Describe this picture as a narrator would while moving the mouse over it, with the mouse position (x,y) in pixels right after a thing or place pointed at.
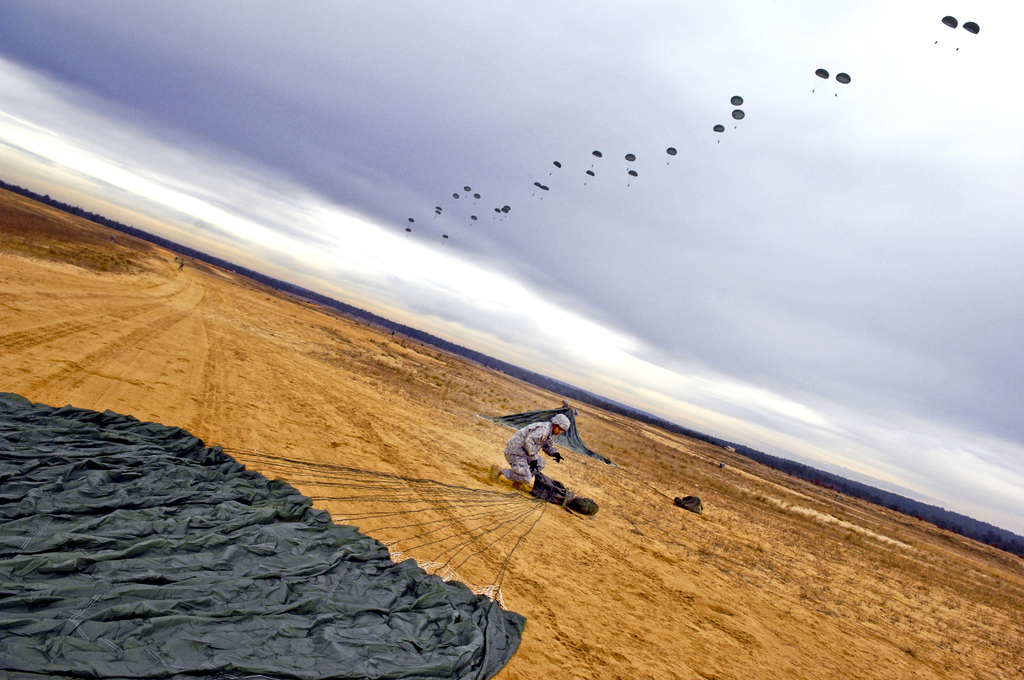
This image is taken outdoors. At the top of the image (425,149) there is a sky (727,235) with clouds (753,210) and there are a few parachutes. At the bottom of the image (689,596) there is a ground (573,585) and there is a parachute (357,629) on the ground (427,539). In the middle of the image (521,430) there is a man (501,475).
